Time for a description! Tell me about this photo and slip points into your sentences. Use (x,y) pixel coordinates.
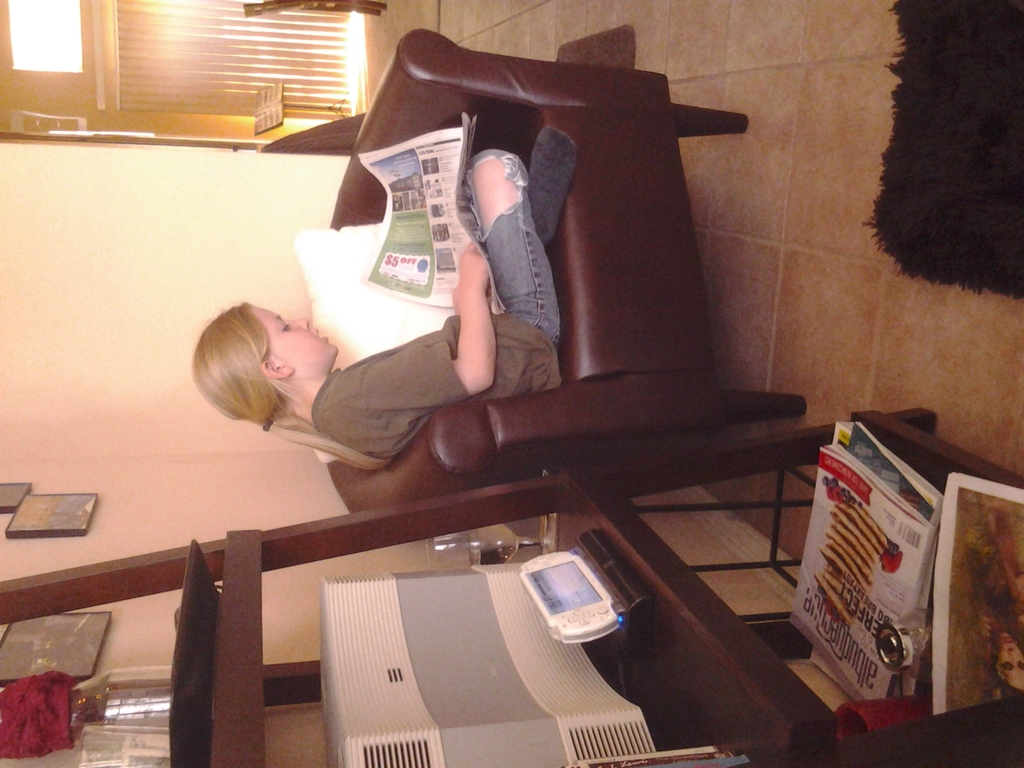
This picture is clicked inside the room (368,174). Here, we see a girl (470,357) sitting on sofa (584,432) is holding paper (453,211) in her hands (479,295) and reading it. Beside her, we see a white pillow (335,306) and beside the sofa (361,187), we see a wall (73,455) on which photo frames (59,654) are placed and on the bottom of the picture (619,566), we see table (718,617) on which books (897,597), photo frame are placed. On the right top (891,98), we see a black color mat (916,159). On the left top (186,98), we see a door (222,98).
